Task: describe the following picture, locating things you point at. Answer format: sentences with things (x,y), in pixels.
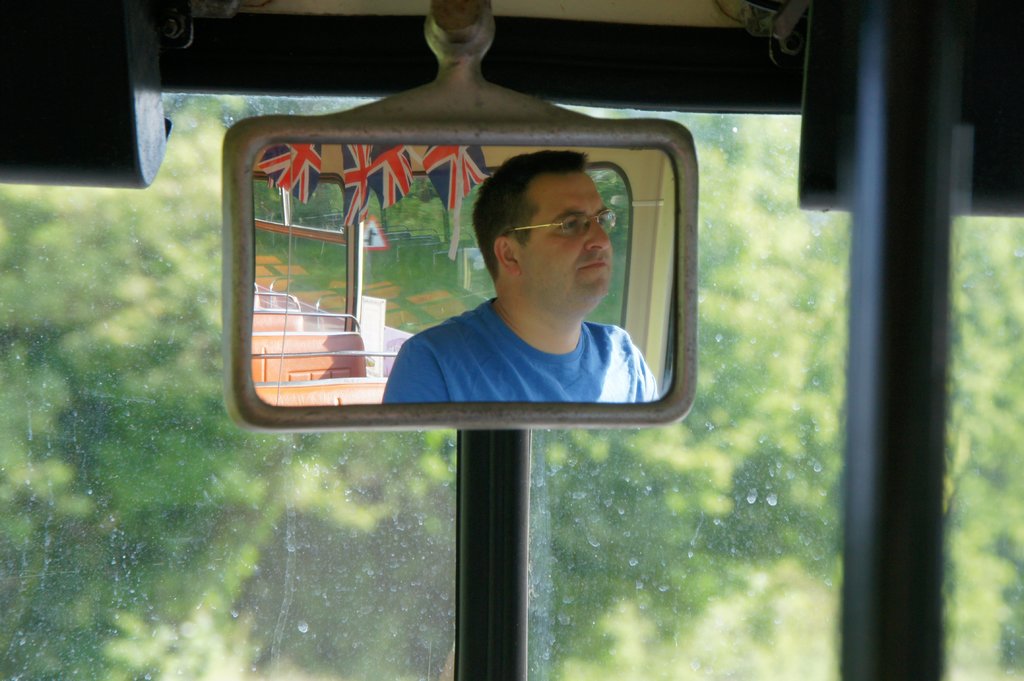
In this image I can see the reflection (552,282) of the person (433,345), seats (317,370) and flags (425,164) on the mirror (381,251). The mirror (449,266) is inside the vehicle (445,489). In the background (132,271) I can see the glass (633,451) and few trees (120,237).
